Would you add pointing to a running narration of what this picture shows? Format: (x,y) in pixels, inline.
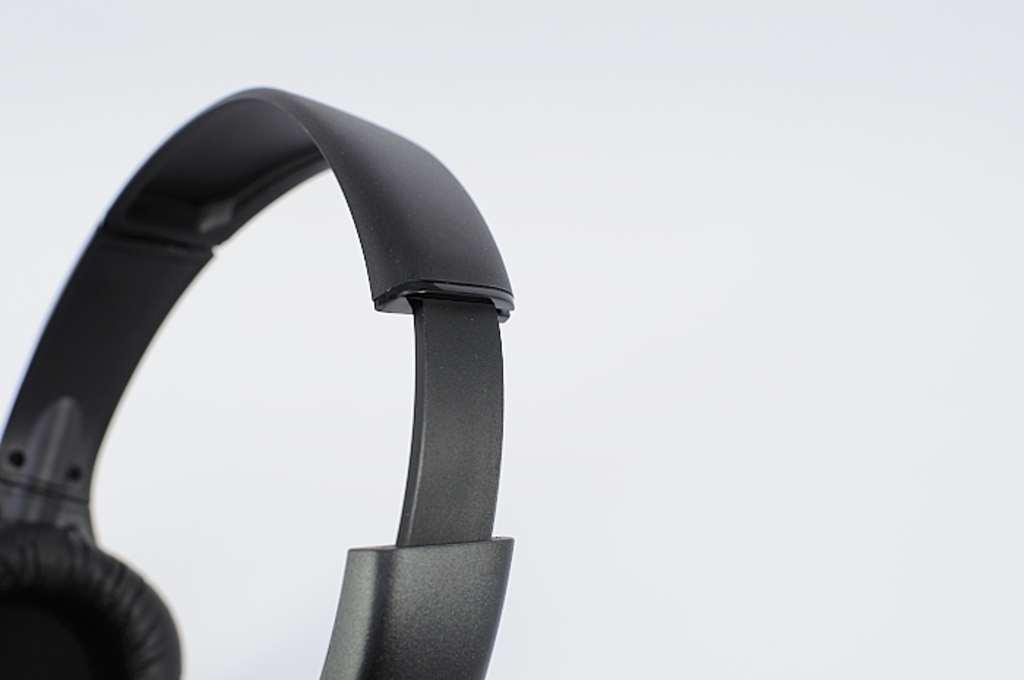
In this image we can see a headphone (242,103). The background of the image (624,177) is white in color.
